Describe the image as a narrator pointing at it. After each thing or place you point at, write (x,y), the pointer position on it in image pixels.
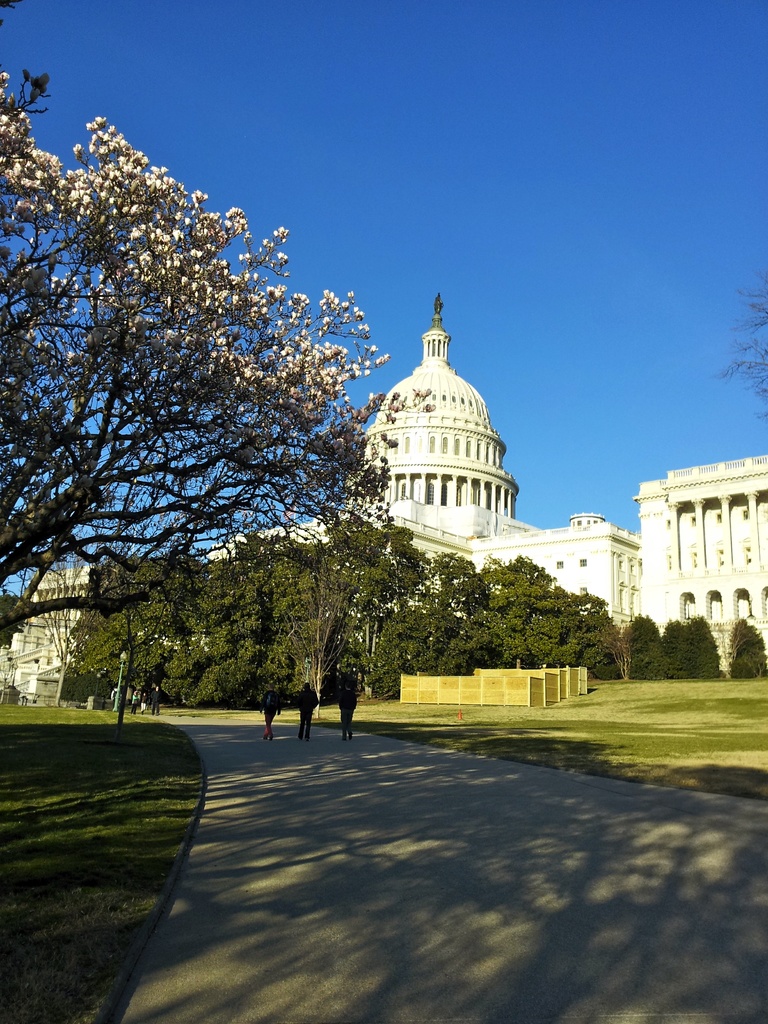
in the middle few persons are walking. These are the trees (327,590), on the right side (527,555) there are buildings (586,519), at the top (439,146) it is the sky (447,166).
